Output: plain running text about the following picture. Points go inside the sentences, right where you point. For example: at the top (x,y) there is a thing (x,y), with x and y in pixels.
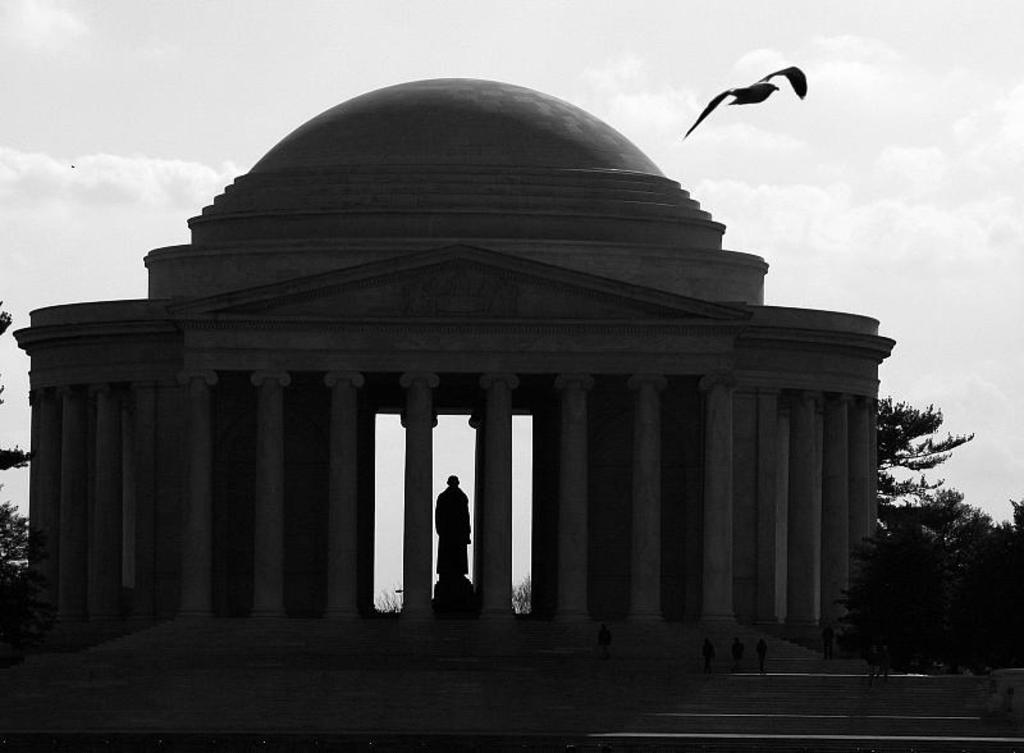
In this picture there is Thomas Jefferson Memorial (434,411) and there are trees (4,533) on either sides of it and there are few persons (760,657) in front of it and there is a bird (753,96) flying in the air (718,117).
